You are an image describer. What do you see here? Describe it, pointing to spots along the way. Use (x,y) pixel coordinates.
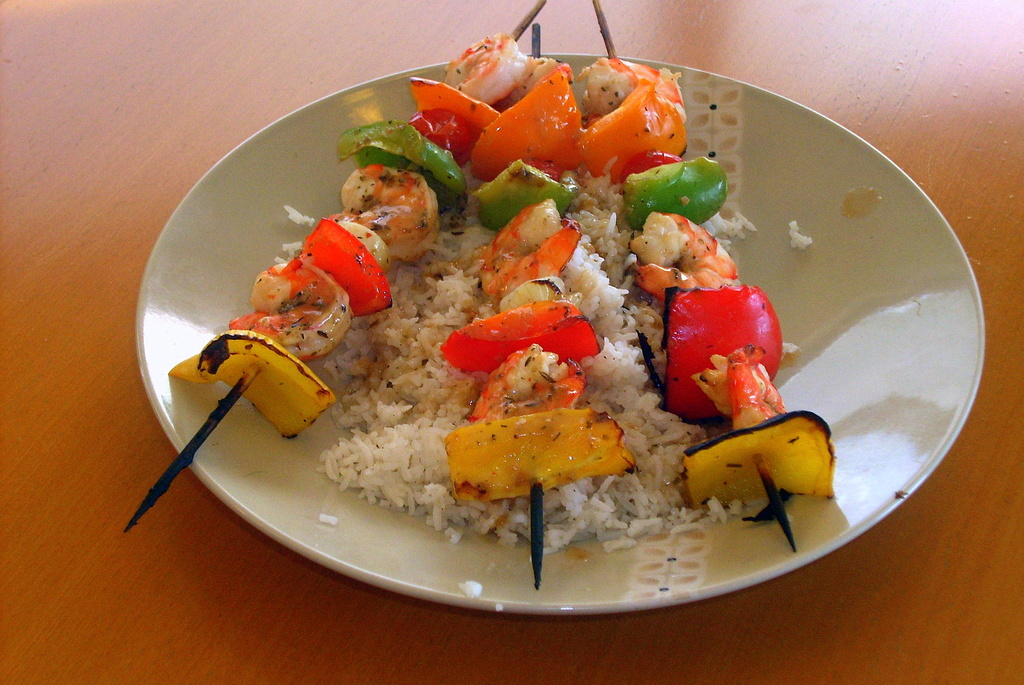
In this image we can see a serving plate (338,430) containing some rice (412,416) and pieces of vegetables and meat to the skewers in a plate (566,562) which is placed on the table (774,591).
